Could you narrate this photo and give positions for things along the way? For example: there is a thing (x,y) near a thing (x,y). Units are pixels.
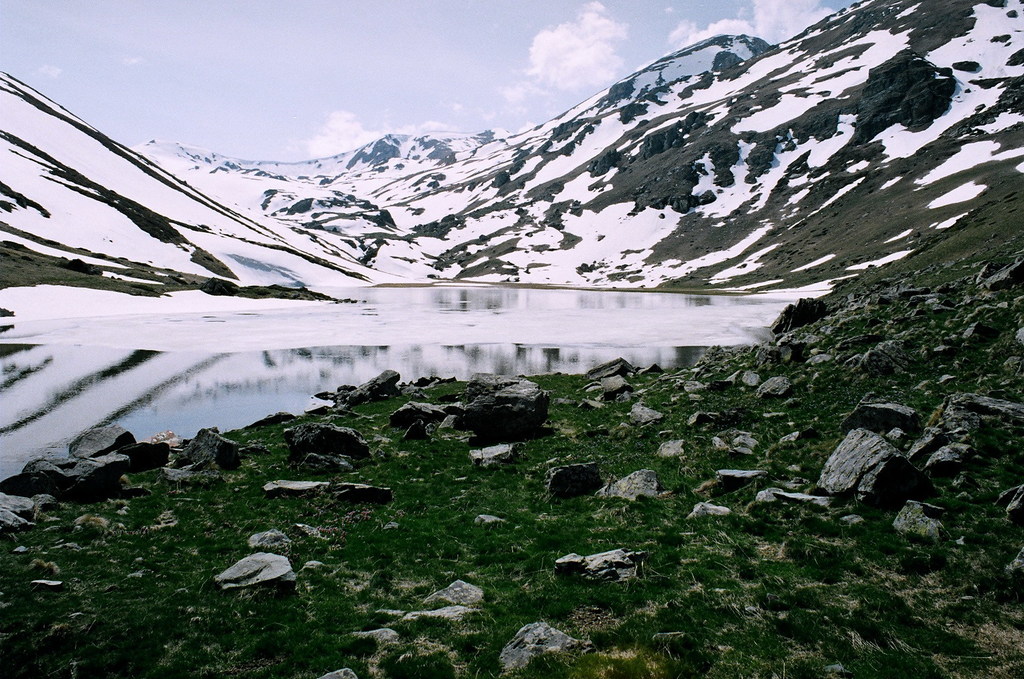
This image is taken outdoors. At the top of the image (237,52) there is a sky (392,52) with clouds (710,33). At the bottom of the image (540,614) there is a ground (769,598) with grass (532,583) and a few rocks (495,461) on it. In the middle of the image (411,253) there are a few hills (380,198) covered with snow (716,190) and there is a pond (140,380) with water (448,345).
